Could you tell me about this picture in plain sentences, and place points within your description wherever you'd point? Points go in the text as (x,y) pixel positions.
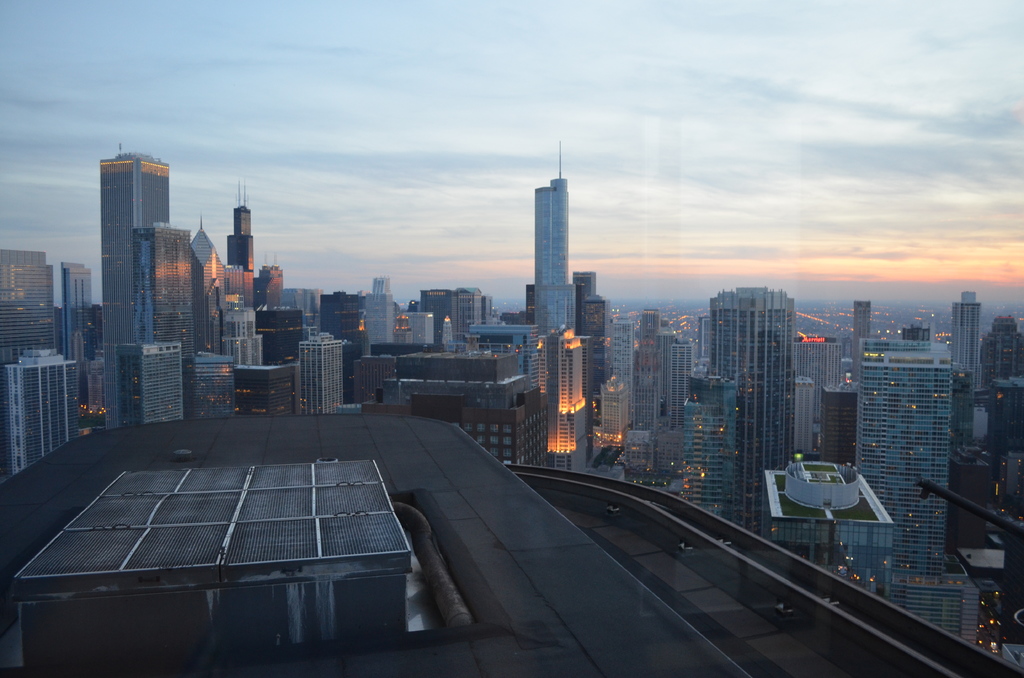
In this picture we can see a group of buildings (411,354) and lights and we can see sky (733,286) in the background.
